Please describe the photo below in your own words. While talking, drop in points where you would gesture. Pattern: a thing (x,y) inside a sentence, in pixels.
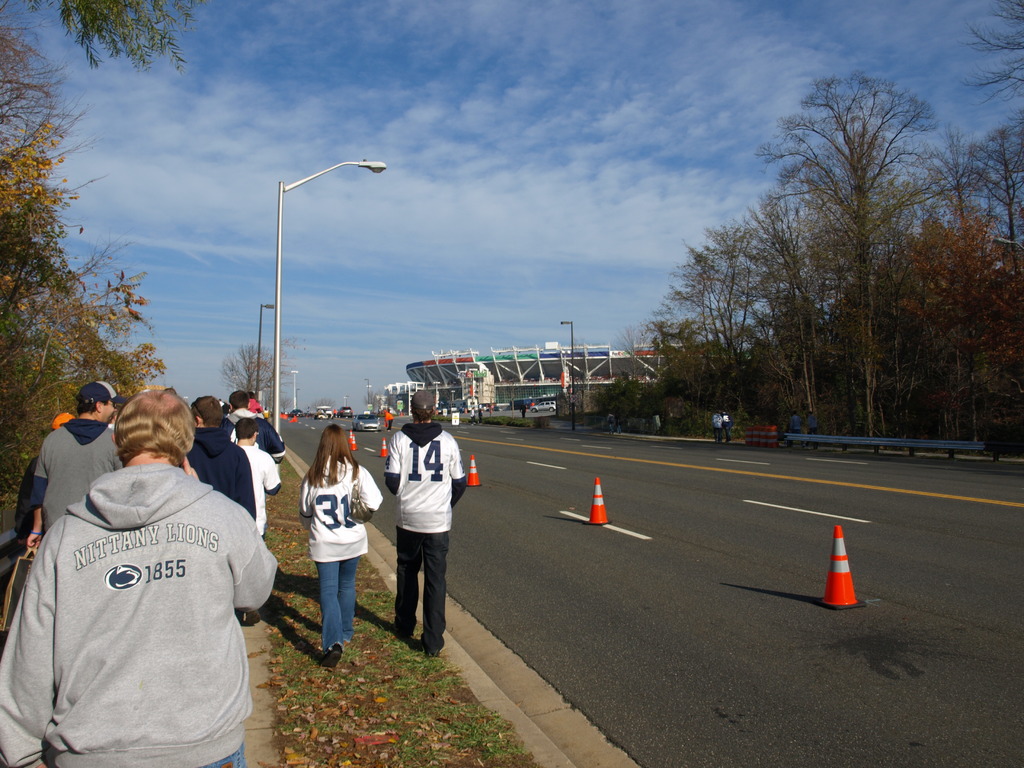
In this picture there is a group of a girls (307,501) and boys (241,589) are walking on the footpath side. Beside there is a road (824,590) with red color traffic cones (852,597). Behind we can see the stadium shed (527,350) and silver color street light (315,174) and above there is a sky (498,184) with clouds (516,199).
